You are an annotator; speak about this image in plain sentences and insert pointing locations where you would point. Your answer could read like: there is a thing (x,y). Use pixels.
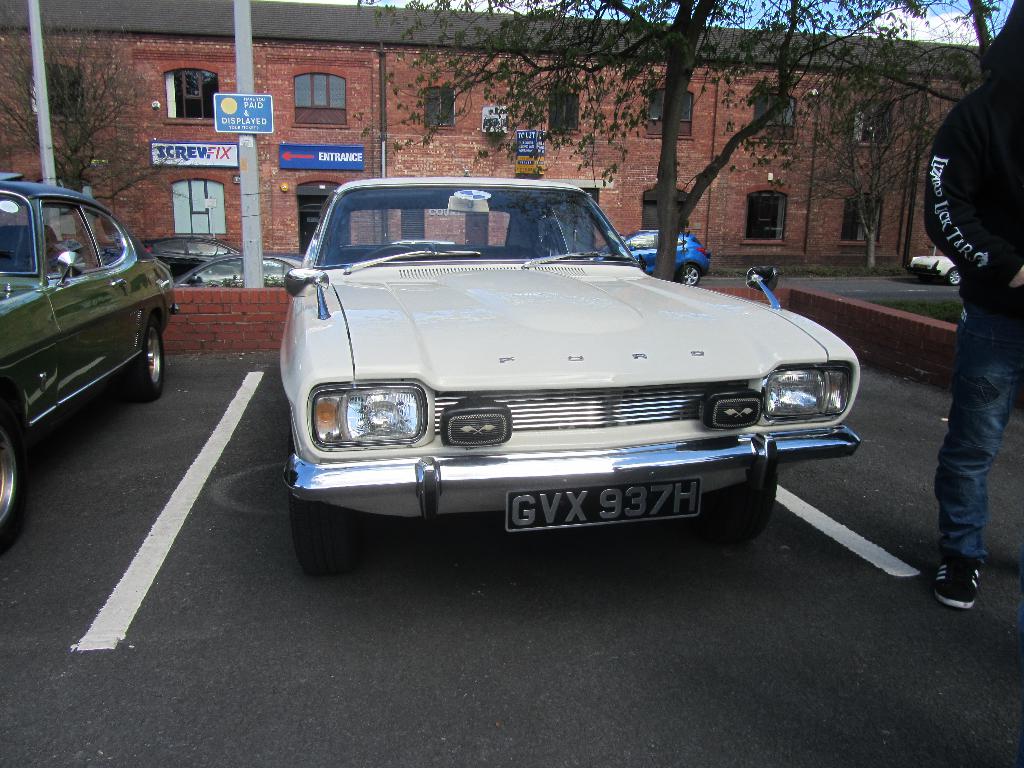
In this image there is a white color car (540,490) on the road (400,544). Behind it there is a wall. Behind the wall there are few poles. There is a pole (245,152) having a board (247,127) attached to it. Few vehicles (222,266) are on the road (846,282). Right side (957,127) there is a person (970,607) wearing a black jacket (937,197) is standing on the road (919,598). There are few trees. Behind there is building (817,107). Top of it there is sky (948,35).
